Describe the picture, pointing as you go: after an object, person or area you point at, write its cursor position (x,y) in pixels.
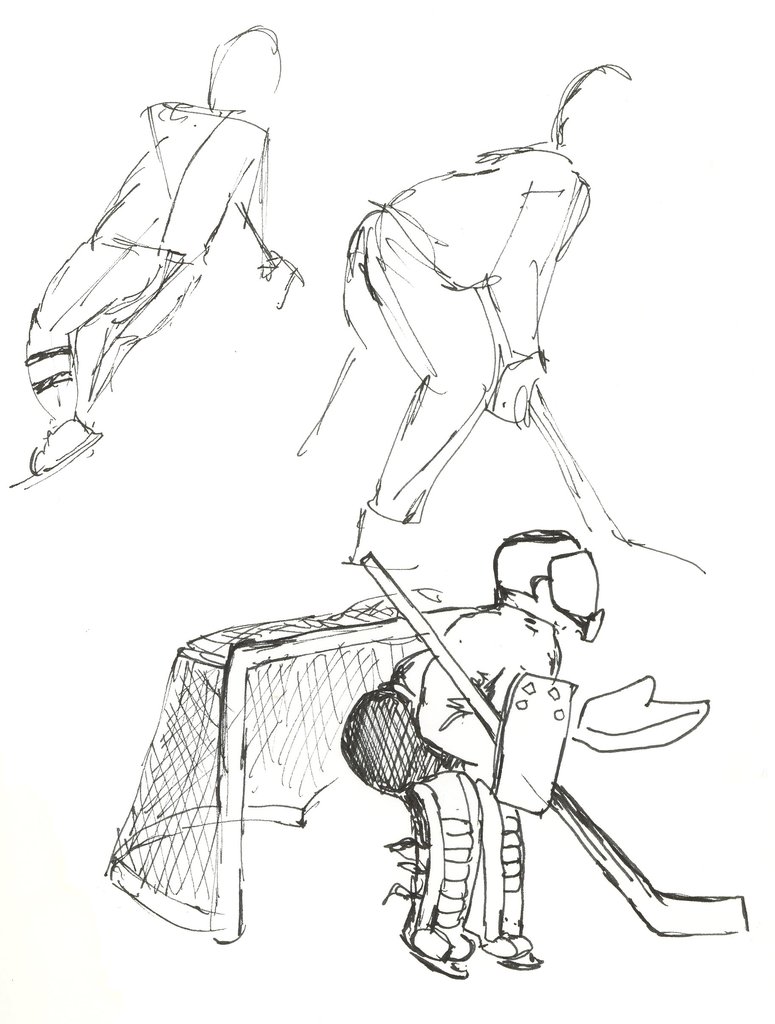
In this image we can see the art of three persons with hockey sticks (592,847) and one net (170,829). There is a white background (633,204).
